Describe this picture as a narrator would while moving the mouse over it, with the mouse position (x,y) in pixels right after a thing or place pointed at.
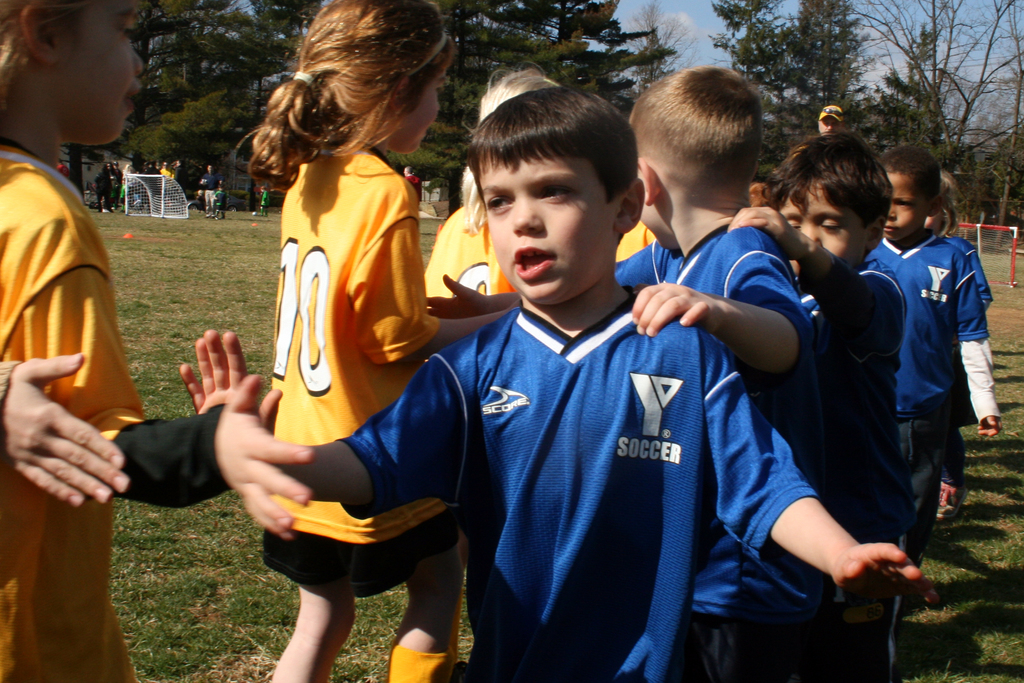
In this picture there are some small boys (668,325) wearing blue color t-shirt (672,351) is moving in the ground (232,242). Beside there are some girls (413,245) wearing yellow t-shirt (335,325), both are slapping the hand (287,492). Behind there is a white color football net (161,194) and some trees (168,158).
